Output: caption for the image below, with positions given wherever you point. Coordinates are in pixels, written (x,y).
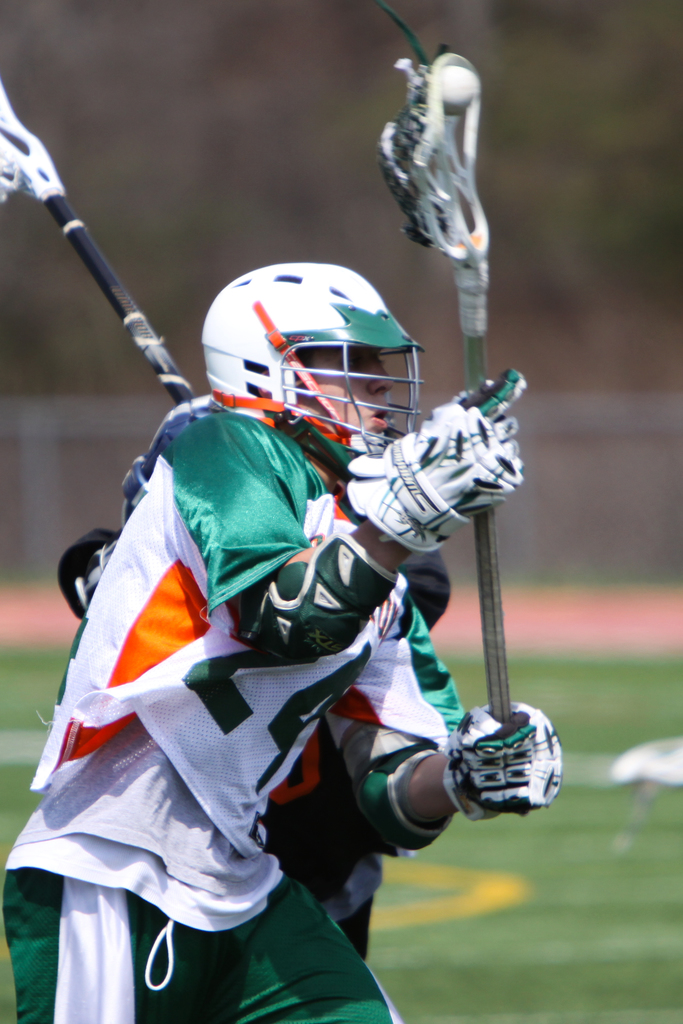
Here in this picture we can see a man (213,629) wearing gloves (405,474) and helmet (312,383) on him and holding a lacrosse stick (459,227) in his hand (452,440) and behind him also we can see another person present and we can see the ground (430,913) is fully covered with grass (464,925).
